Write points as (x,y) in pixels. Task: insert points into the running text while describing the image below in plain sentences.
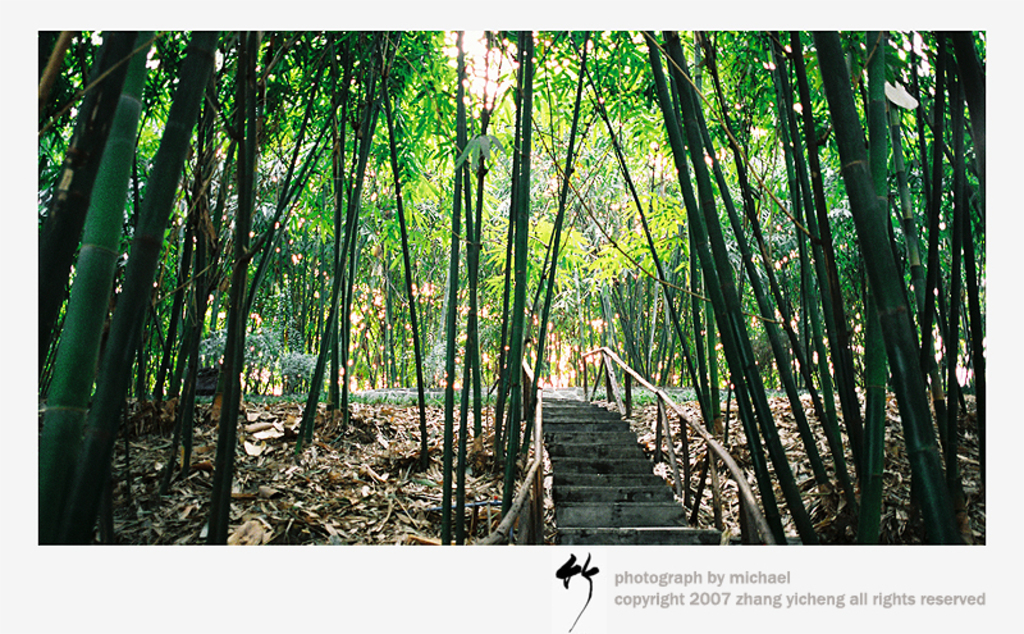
In this image we can see trees (488,219). At the bottom of the image (584,517), we can see stairs (615,505), railing (659,456) and dry leaves (257,473) on the land (263,487). At the top of the image (496,53), we can see the sky (492,66). We can see a watermark (756,600) in the right bottom of the image (953,598).
